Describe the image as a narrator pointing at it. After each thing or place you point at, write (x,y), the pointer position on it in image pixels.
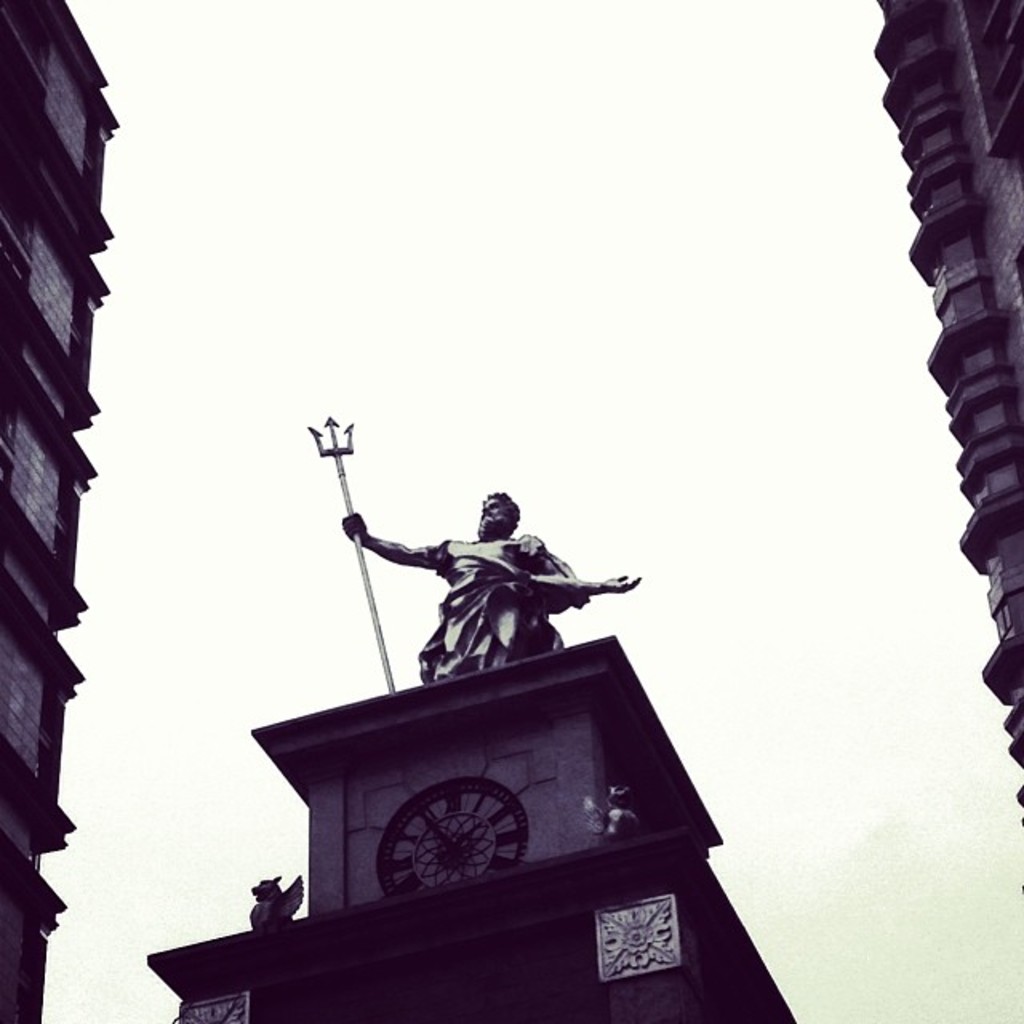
In this image there is the sky (513,237) towards the top of the image (378,152), there is a building (981,278) towards the right of the image (1001,278), there is a building (68,361) towards the left of the image (41,445), there is a sculpture (463,604) towards the bottom of the image (560,889), there is a sculpture (479,619) of a man (460,557), he is holding an object (382,638).
